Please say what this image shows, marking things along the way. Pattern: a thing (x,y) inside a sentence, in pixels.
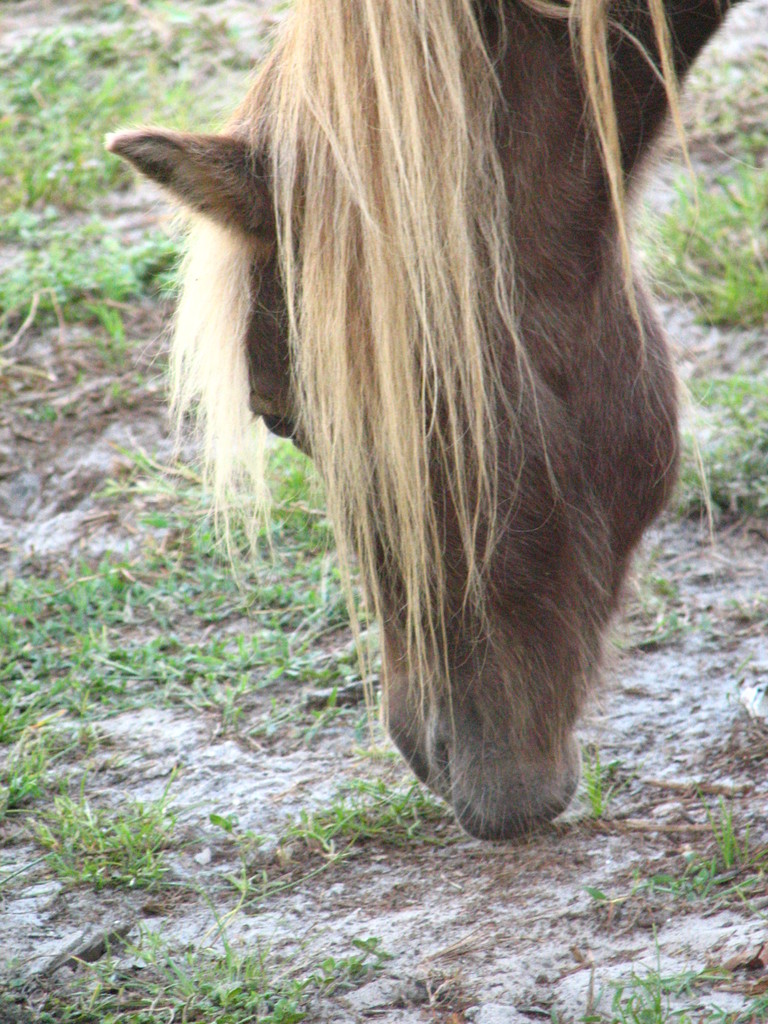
In the foreground of this image (515,547), there is a truncated horse (487,676) eating grass (370,833). In the background (84,279), there is grass (69,279) and the land (85,423).
